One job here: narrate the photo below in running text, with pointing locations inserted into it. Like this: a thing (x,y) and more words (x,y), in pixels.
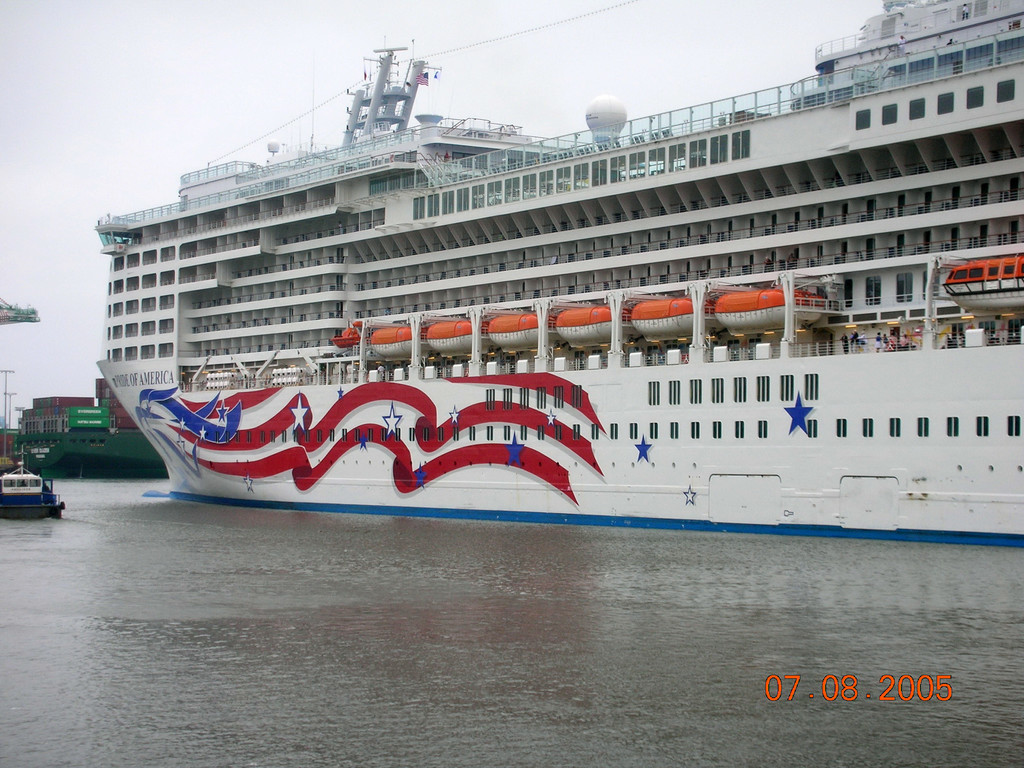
In the picture I can see some ships (268,454) are on the water (318,615).
